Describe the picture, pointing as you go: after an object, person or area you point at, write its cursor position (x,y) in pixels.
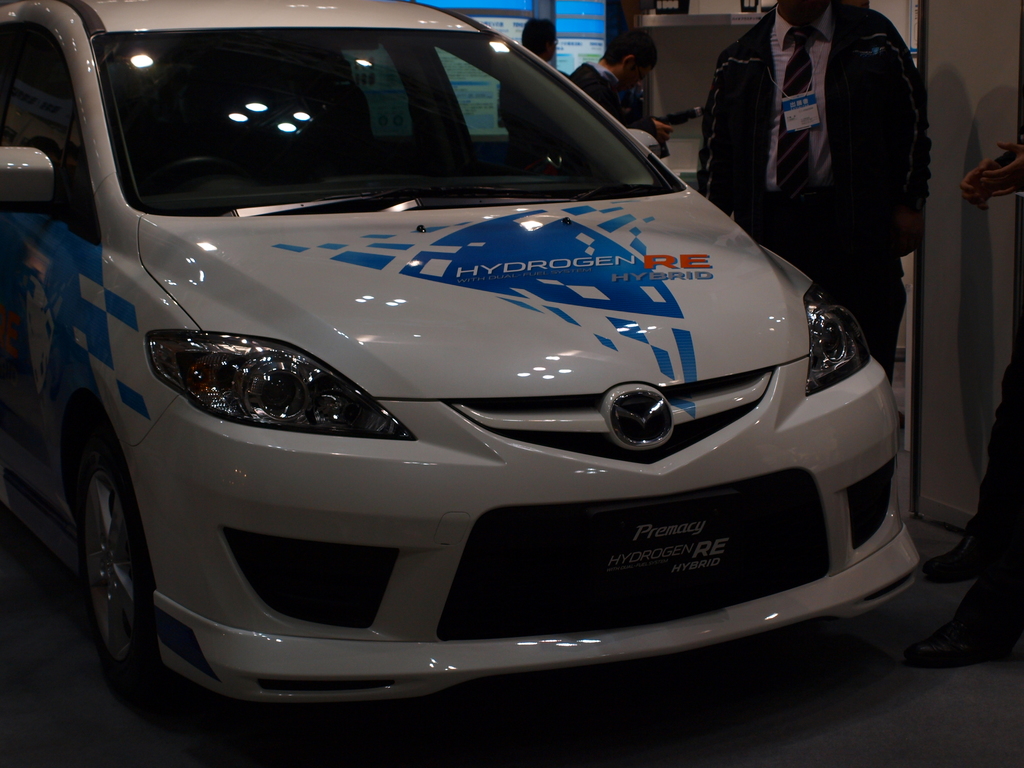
In this image, we can see a vehicle (715,602). There are a few people (721,97). We can see the ground (969,746) and the wall (935,167). We can also see the shelf (660,16) with some objects (669,5). We can also see some boards (496,24) with text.
